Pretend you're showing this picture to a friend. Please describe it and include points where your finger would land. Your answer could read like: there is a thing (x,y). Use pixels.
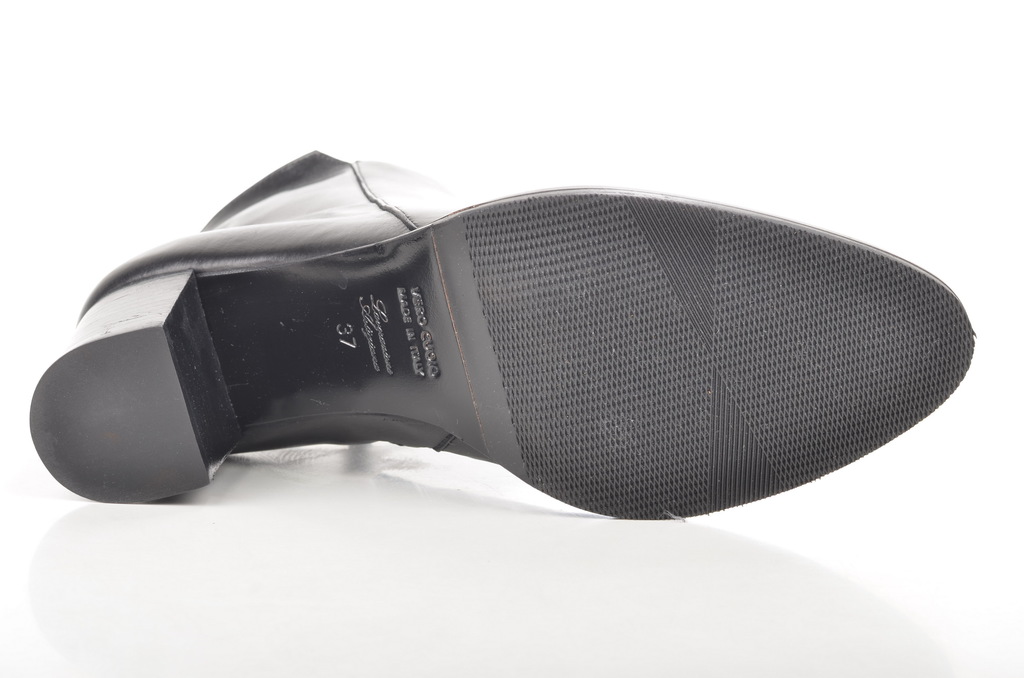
In this picture there is a bottom (406,357) of a shoe (397,367) which has something written on it is in black color.
